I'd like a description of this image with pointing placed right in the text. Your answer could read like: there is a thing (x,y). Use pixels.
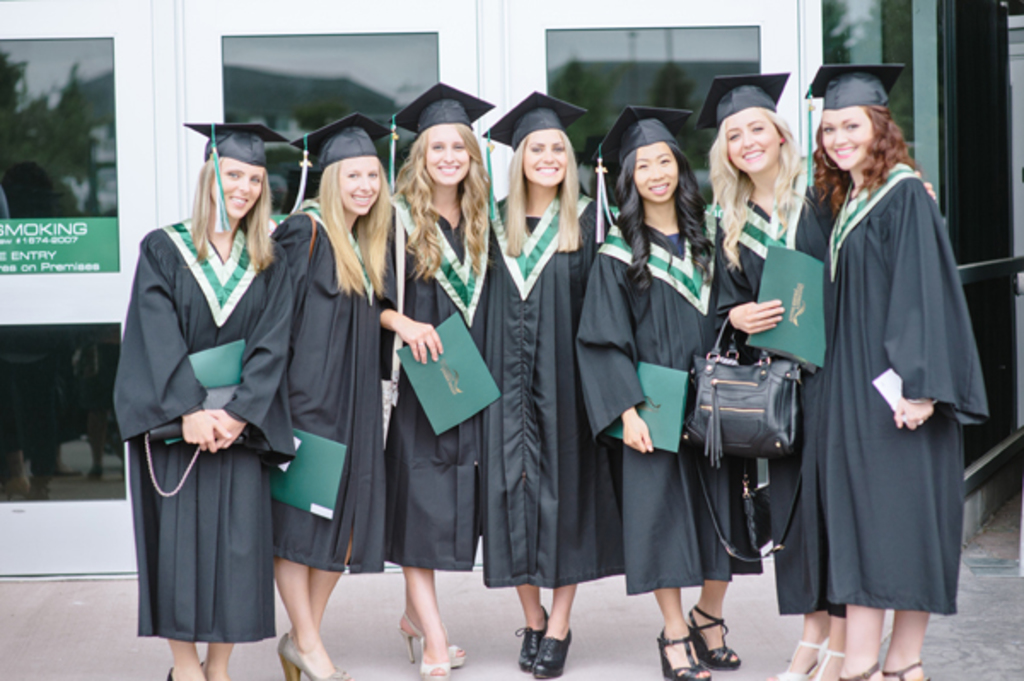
Here we can see few women (624,377) are posing to a camera and they are smiling. In the background (648,82) we can see glasses (689,33) and a board (65,267).
